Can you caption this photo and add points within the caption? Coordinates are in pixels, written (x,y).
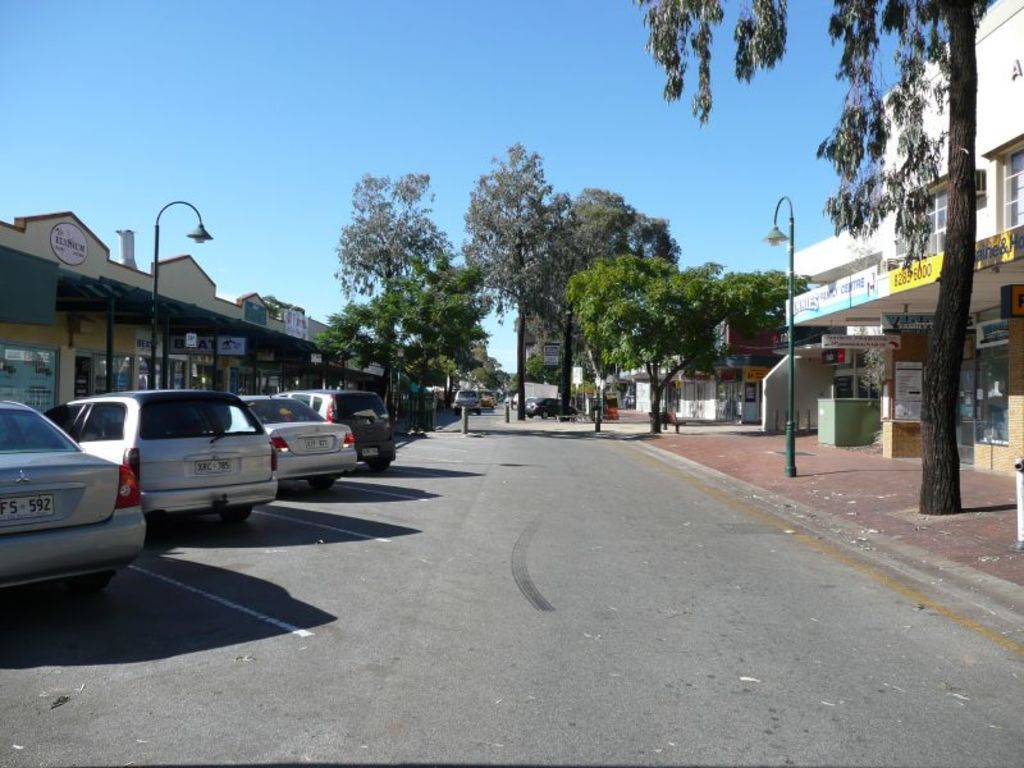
In this picture we can see the buildings (942,238), boards (824,338), poles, lights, vehicles (165,479), trees (952,456), stores (642,385), text (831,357) on the wall (783,363). At the bottom of the image (496,622) we can see the road (543,661). At the top of the image (422,196) we can see the sky (595,21).
